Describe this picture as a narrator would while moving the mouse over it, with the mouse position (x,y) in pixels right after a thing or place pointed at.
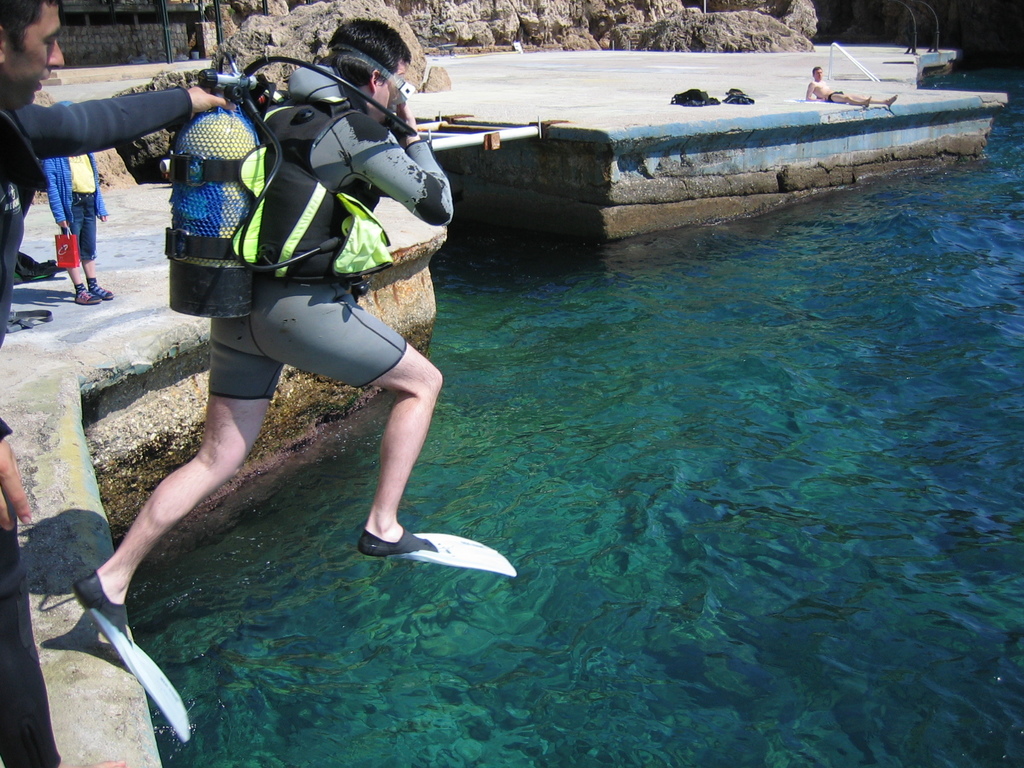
On the left (18,132) there are people (14,73) and we can see a person (317,179) jumping into the water (620,519). In the foreground (790,488) there is water (599,309). In the background (411,21) there are person (848,98), objects (740,92), pole (915,32), hill (726,34) and hand railing (829,61).
